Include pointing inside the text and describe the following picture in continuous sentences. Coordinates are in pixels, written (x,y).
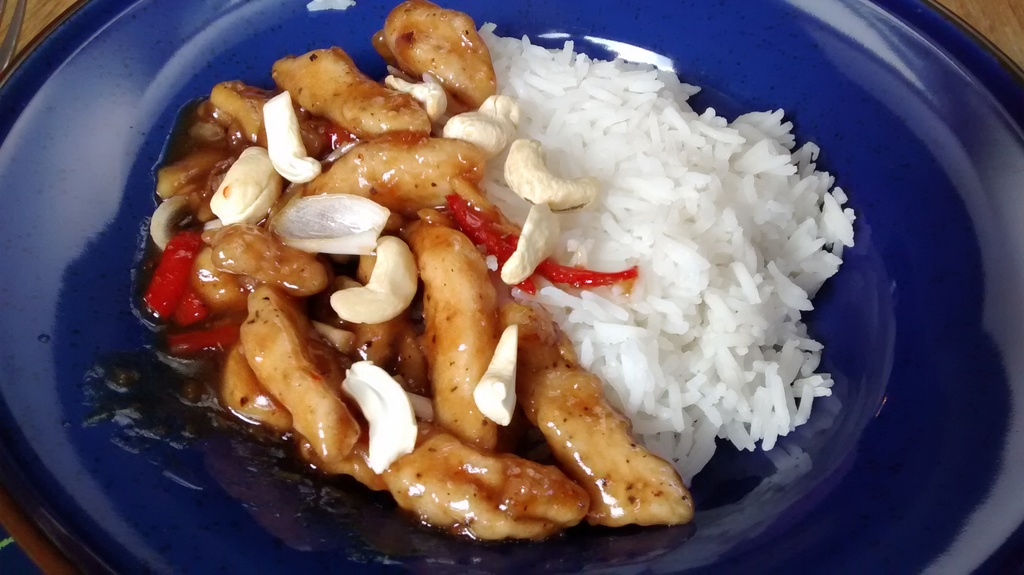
In this picture we can see some food items (654,499) on a plate (145,186). This plate (142,69) is visible on a wooden surface (45,12). There is an object (6,55) visible in the top left (6,56).
